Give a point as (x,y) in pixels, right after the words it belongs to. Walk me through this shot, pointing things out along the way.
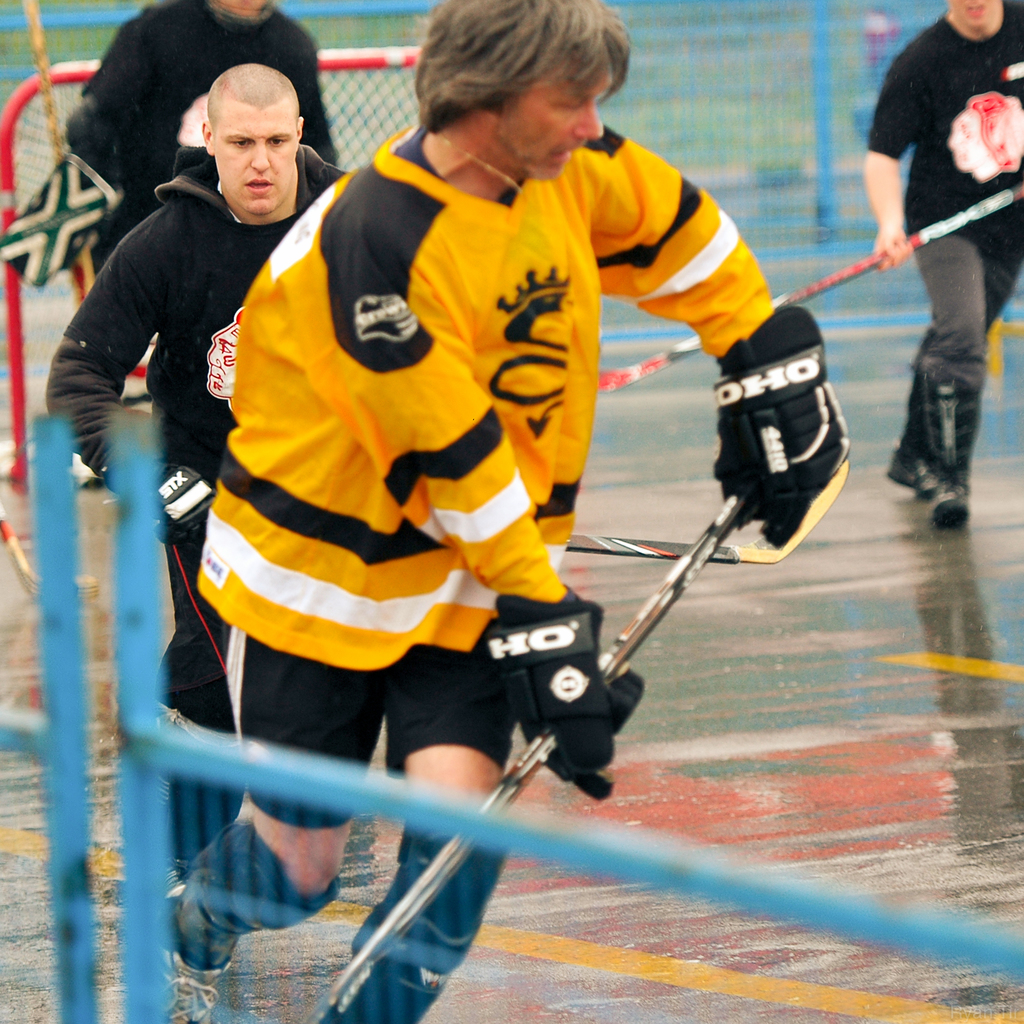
In this picture there are group of people (255,395) holding the hockey sticks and running. In the foreground (295,779) there is a fence (549,839). At the back (801,3) there is a fence (826,6). At the bottom (743,710) there is a floor (872,555).
